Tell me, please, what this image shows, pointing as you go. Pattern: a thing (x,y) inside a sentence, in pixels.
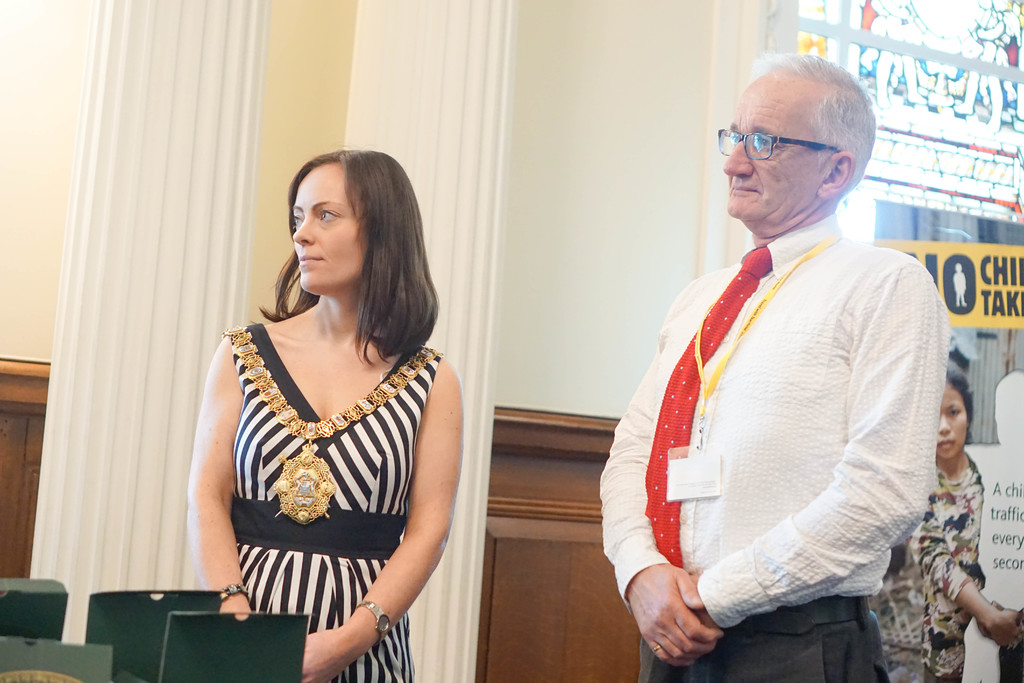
In this image I see a woman (426,298) and a man (801,91) and I see that this woman (416,374) is wearing white and black dress (316,466) and this man (856,297) is wearing white shirt (803,361) on which there is a red tie (721,331) and black pants (740,624). In the background (611,7) I see the wall (526,304) and I see 2 white pillars (468,28) over here and I see a girl (934,568) over here and I see few words (1015,300) written over here.
